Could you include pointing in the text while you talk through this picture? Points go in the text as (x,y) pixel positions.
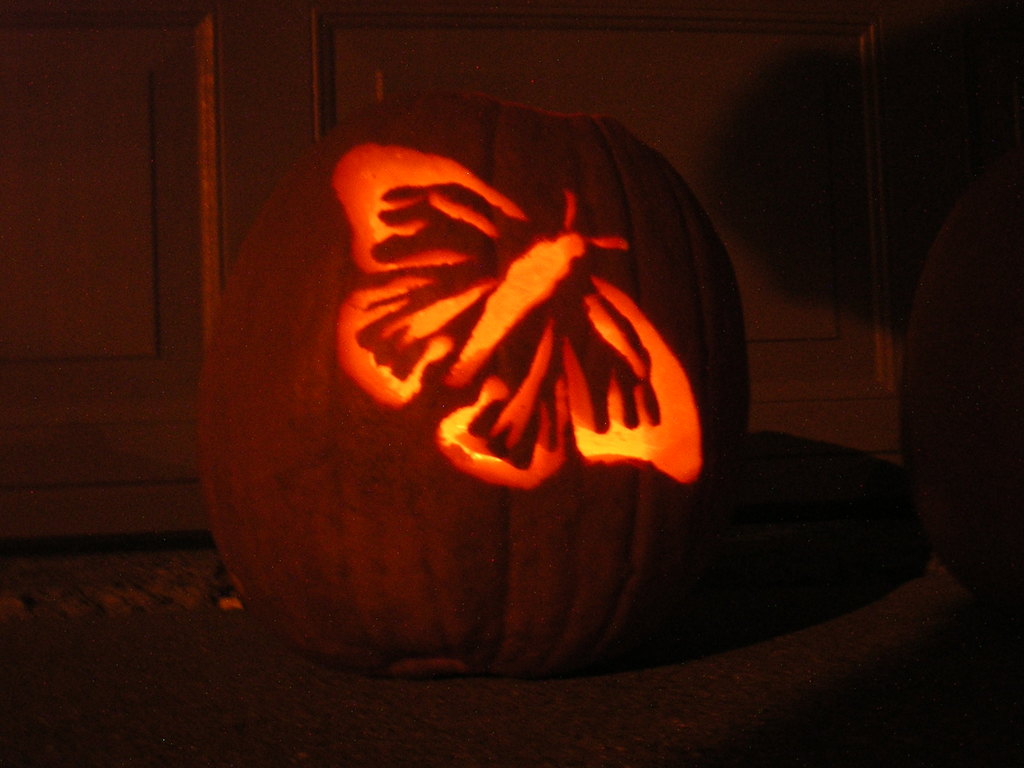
In this image we can see a pumpkin (452,302) with carving (669,427) of butterfly (555,355) on that. Inside that there is light (505,288). In the back (830,120) we can see a wooden wall (805,157).
